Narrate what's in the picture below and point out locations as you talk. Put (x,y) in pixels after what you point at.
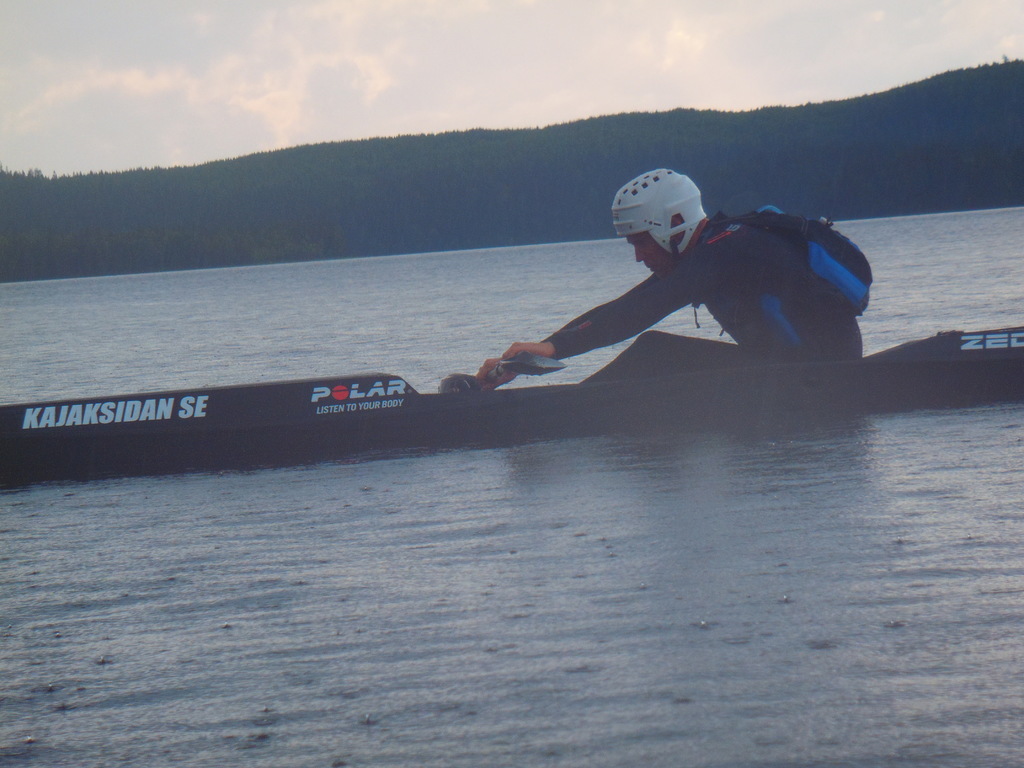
In the picture we can see water (437,666) on it, we can see a boat (1007,392) which is black in color and a man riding it, he is wearing black swimsuit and white helmet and in the background (53,130) we can see hills (93,186) and sky (197,99) with clouds (333,99).
